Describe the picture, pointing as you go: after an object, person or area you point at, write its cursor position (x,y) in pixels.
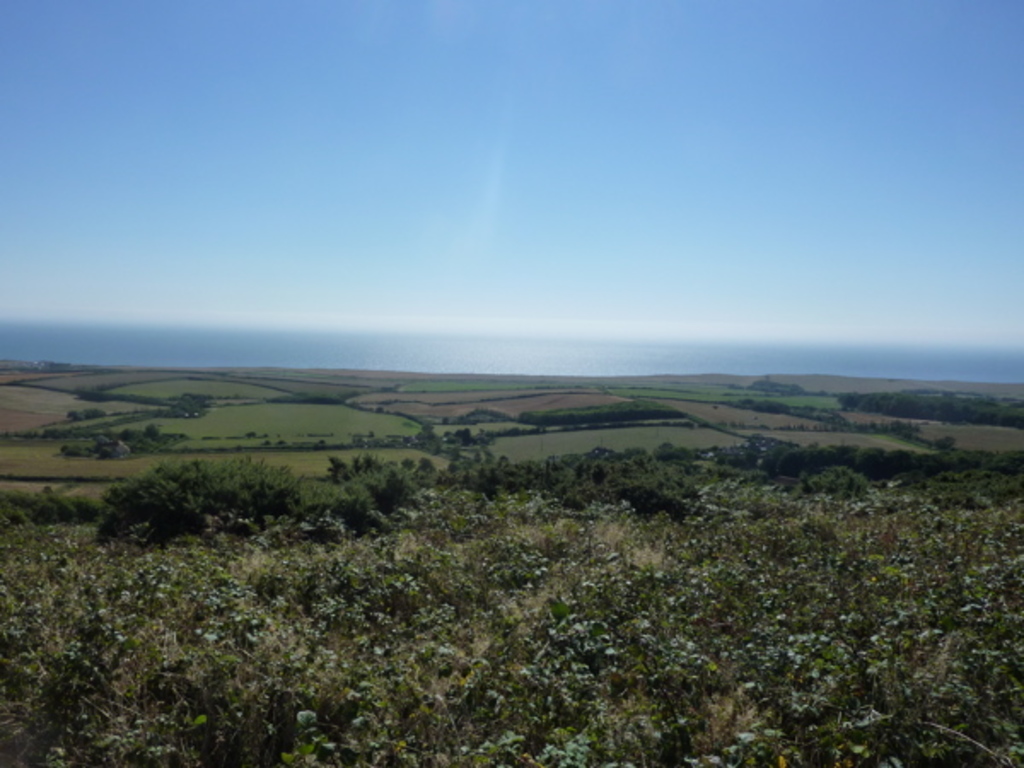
In this image we can see ground (42,417), plants (473,520), and trees (522,414). In the background (496,272) there is sky (663,147).
